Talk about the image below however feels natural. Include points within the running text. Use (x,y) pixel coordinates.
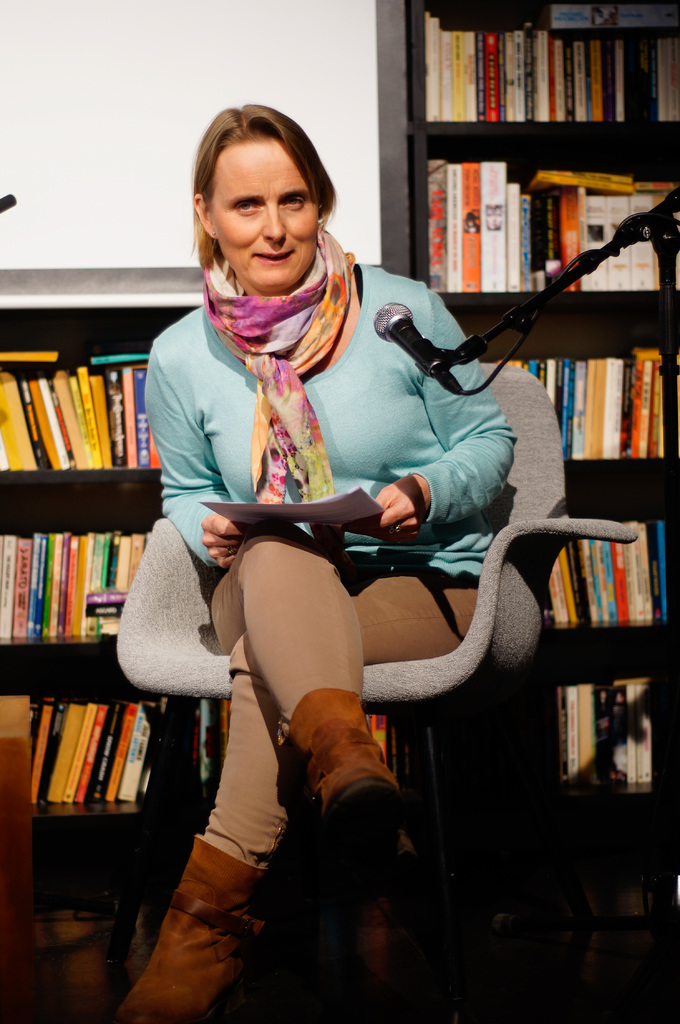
In the front of the image (388,483) I can see a person (281,745) is sitting on the chair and holding papers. In-front of that person (253,322) there is a mic (410,320) and mic stand (664,251). In the background of the image (636,138) there is a wall (299,29) and racks (155,483). In that racks (153,473) there are books (59,573).
